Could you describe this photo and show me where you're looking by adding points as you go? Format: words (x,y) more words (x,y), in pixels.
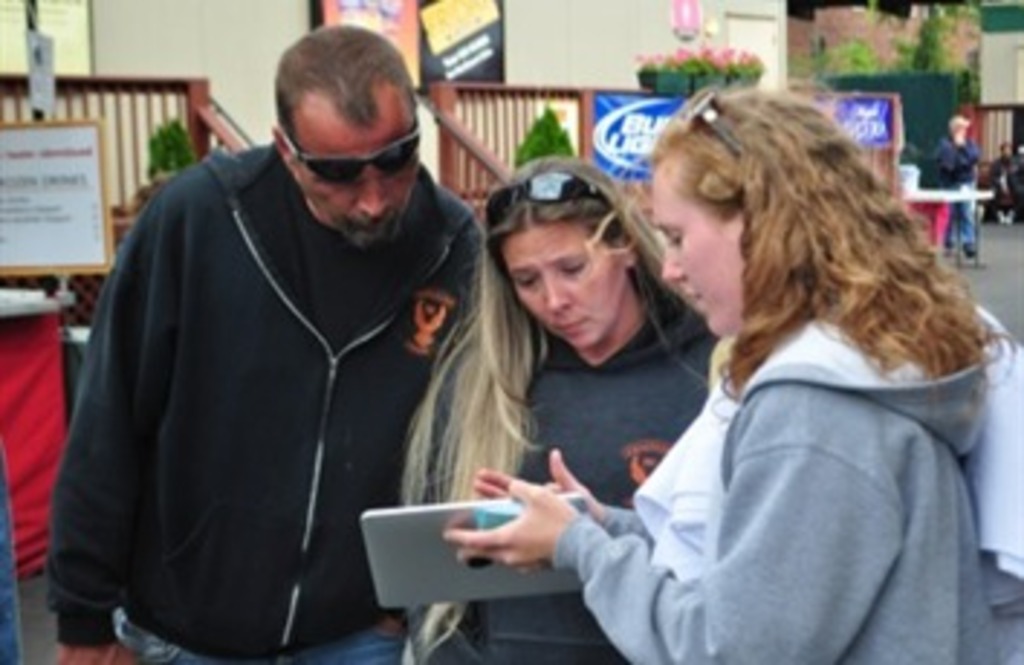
In this image we can see two women (559,339) and one man (398,292) are standing. One woman (861,589) is holding an electronic device (423,580) in her hand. In the background (456,135), we can see railing (193,104), potted plants (681,83) and frames (456,20) on the wall (547,25). On the left side of the image (44,269), we can see a board (56,221) and an object (48,314). On the right side of the image (958,174), we can see people (973,171) and road (1003,275).
